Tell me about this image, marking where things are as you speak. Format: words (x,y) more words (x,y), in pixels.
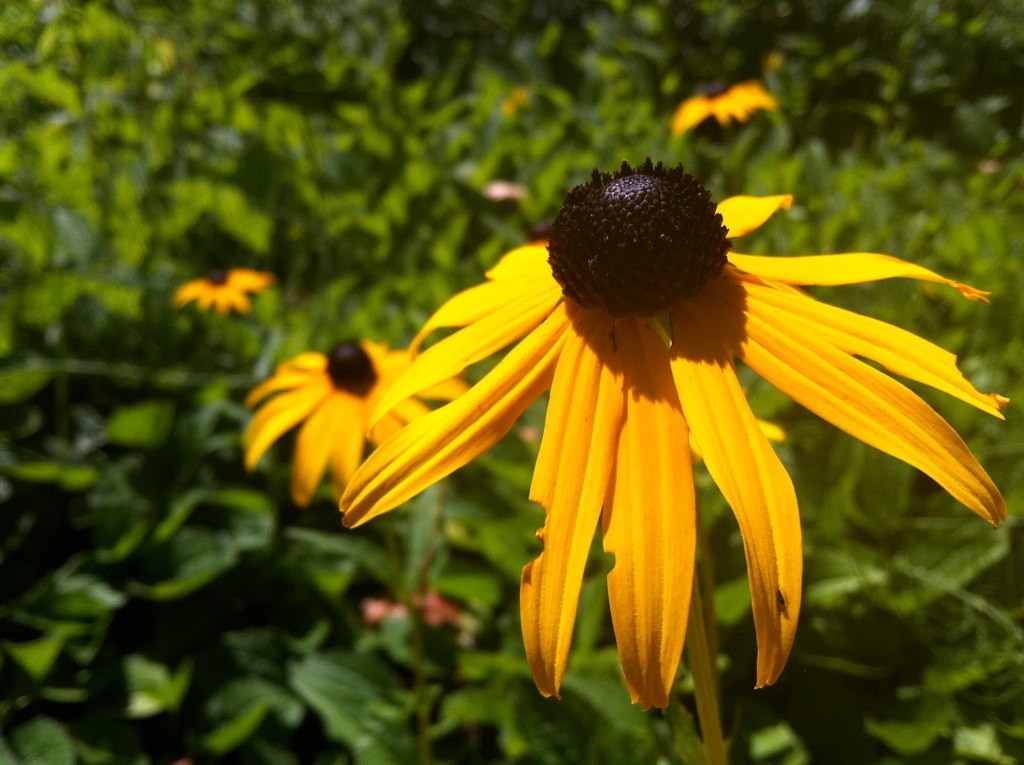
There are plants (588,282) having yellow color flowers (555,241). In the background (104,215), there are plants (879,35) which are having green color leaves (93,229).
